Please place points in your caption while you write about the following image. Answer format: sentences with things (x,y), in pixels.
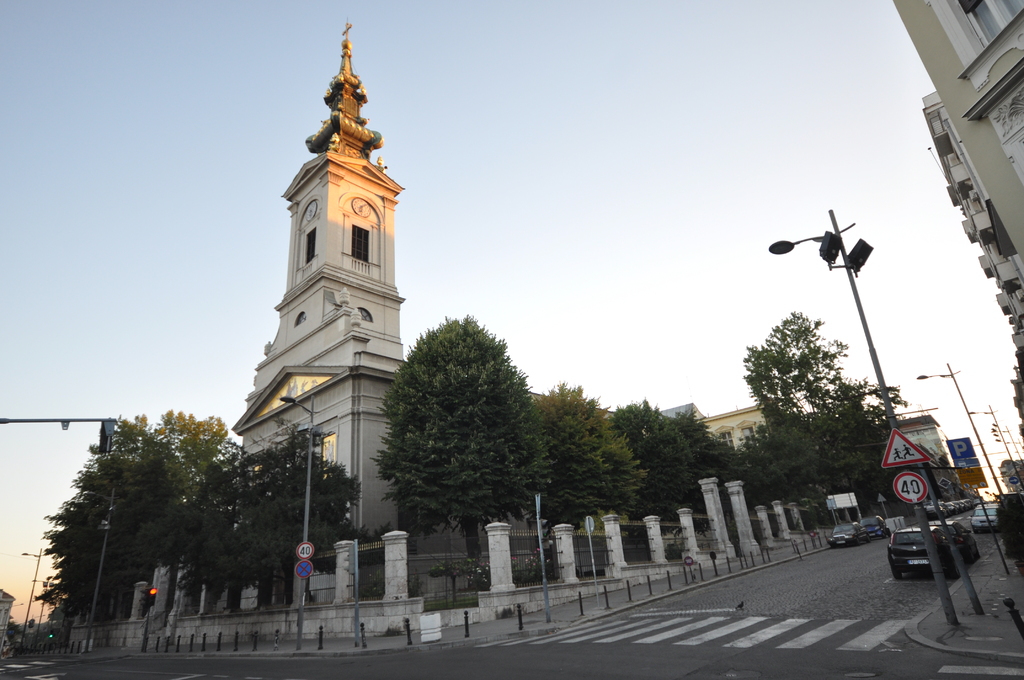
This picture is clicked outside. In the foreground (869,625) we can see the zebra crossing (527,638), metal rods (175,644), poles (851,274), street lights (781,243), boards (310,562) and in the center (572,441) we can see the group of vehicles (906,562), metal fence (634,536), trees (135,506), traffic light (149,595) and buildings (978,133). On the left (324,272) we can see a spire (335,171) and we can see the clocks (307,214) hanging on the wall (347,194) of the spire (349,245). In the background (472,193) we can see the sky (706,174) and some other objects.
